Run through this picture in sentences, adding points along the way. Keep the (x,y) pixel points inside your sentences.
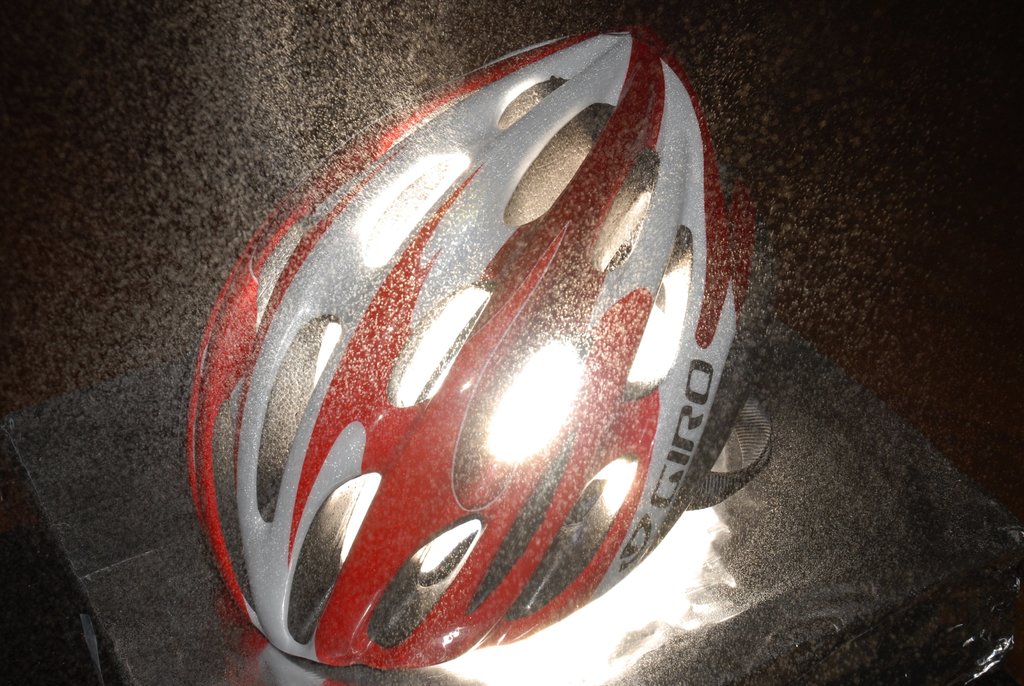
In this image I can see a helmet (540,450) which is in red and white color. Background (798,192) is in black color.
